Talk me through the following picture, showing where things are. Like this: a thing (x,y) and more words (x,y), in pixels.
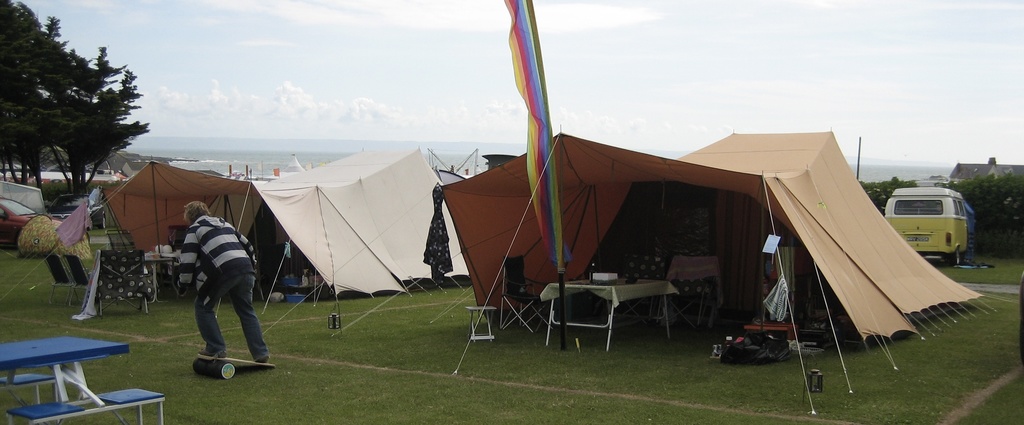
in this image the many cloth tents (399,225) are there and in tent (644,306) there are so many chairs (535,295) and tables (618,300) and some things (743,336) are there and one person (217,329) is standing in front of the tent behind the tent (827,254) one vehicle (912,223) is parking and left side (84,120) one tree (71,132) is there and background (204,68) is very cloudy.
